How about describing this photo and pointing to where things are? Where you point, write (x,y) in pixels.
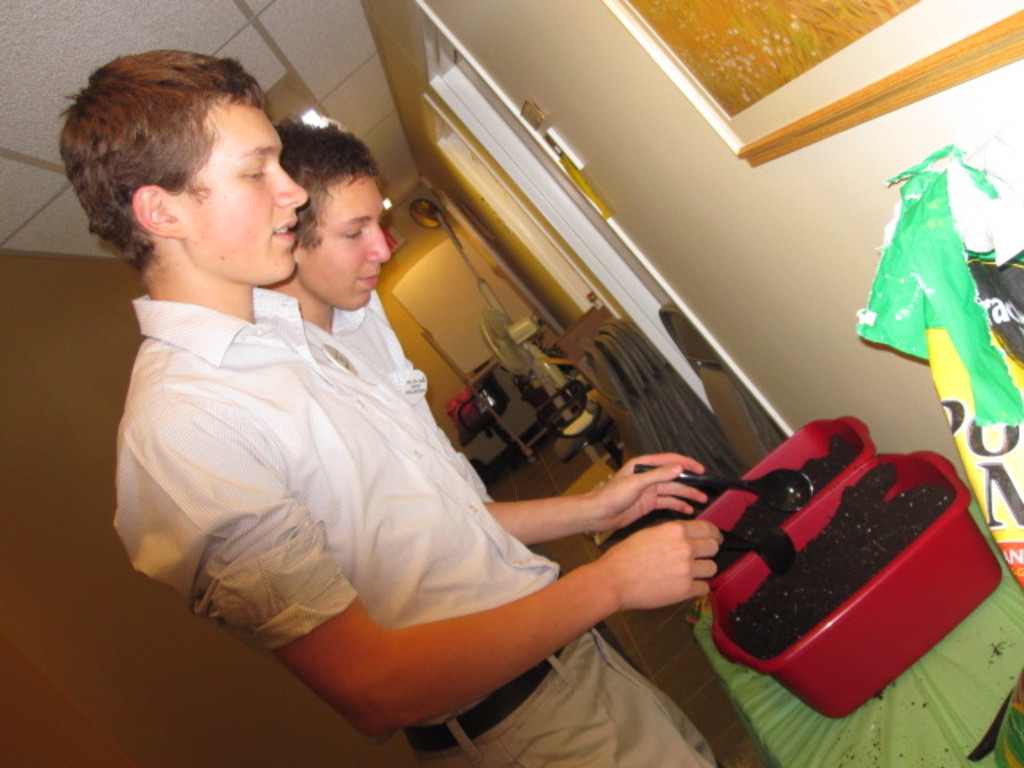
In this image, there is a person (572,572) holding a spoon (771,480) and in front of the wall (637,245). There is an another person (381,352) beside this person (295,362) standing and wearing clothes (305,398). There is a table (879,749) in the bottom right of the image (909,745) contains containers (810,442). There is a ceiling (105,27) in the top left of the image (71,75).
